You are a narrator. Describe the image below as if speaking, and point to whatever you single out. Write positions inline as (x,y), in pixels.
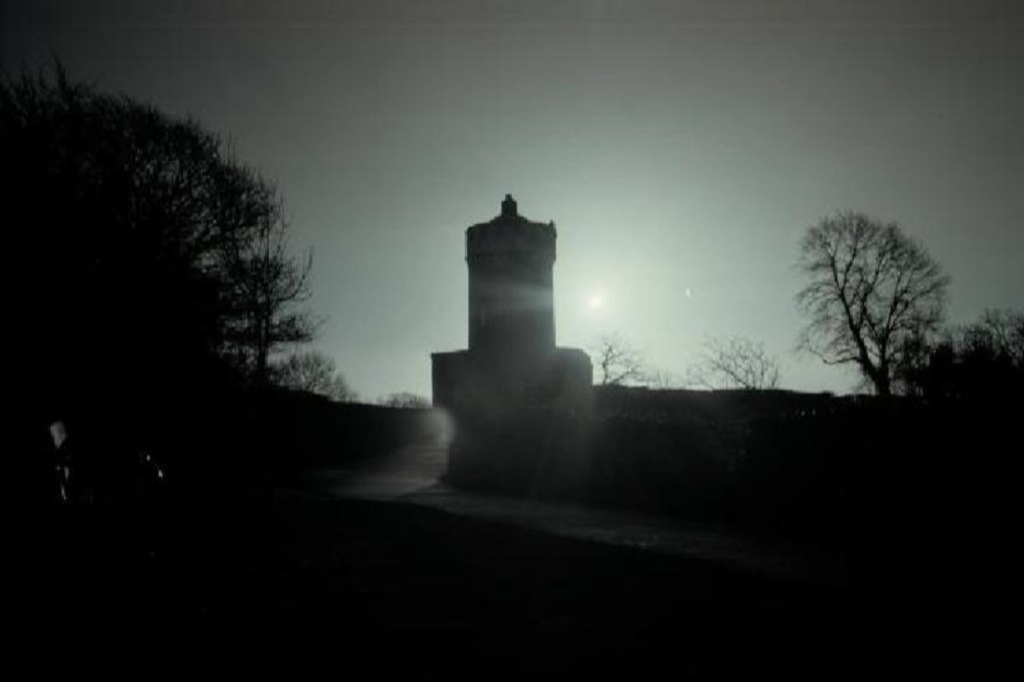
In the image we can see the black and white picture of the trees (27,342), construction (503,432), sky (640,334) and the sun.
